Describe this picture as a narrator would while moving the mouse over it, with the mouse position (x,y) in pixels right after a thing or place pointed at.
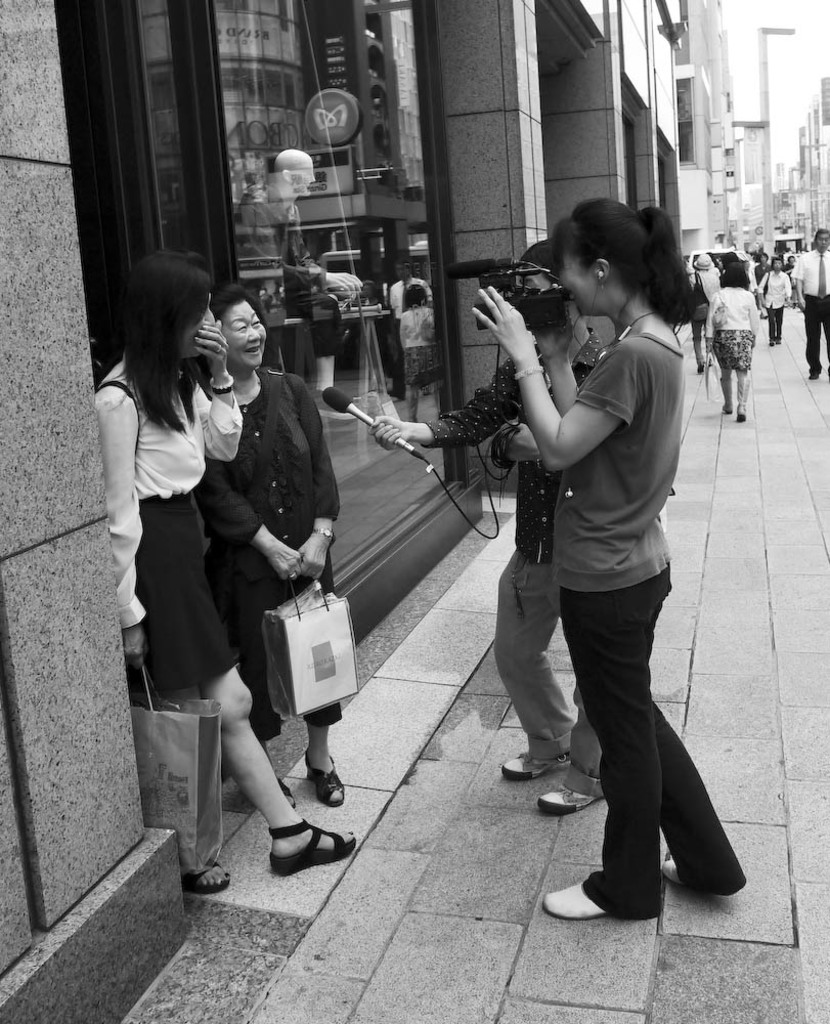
In this picture there is a woman (567,441) who is holding the camera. Beside her there is a man (395,423) who is holding a mic (356,410). In front of them there are two women (188,448) who are smiling and standing near to the glass partition (355,323). In the background (776,275) I can see many people (711,291) who are walking on the street (804,362). On the left (266,280) and right I can see the buildings (558,187). At the top right corner (778,24) I can see the sky (771,62).
